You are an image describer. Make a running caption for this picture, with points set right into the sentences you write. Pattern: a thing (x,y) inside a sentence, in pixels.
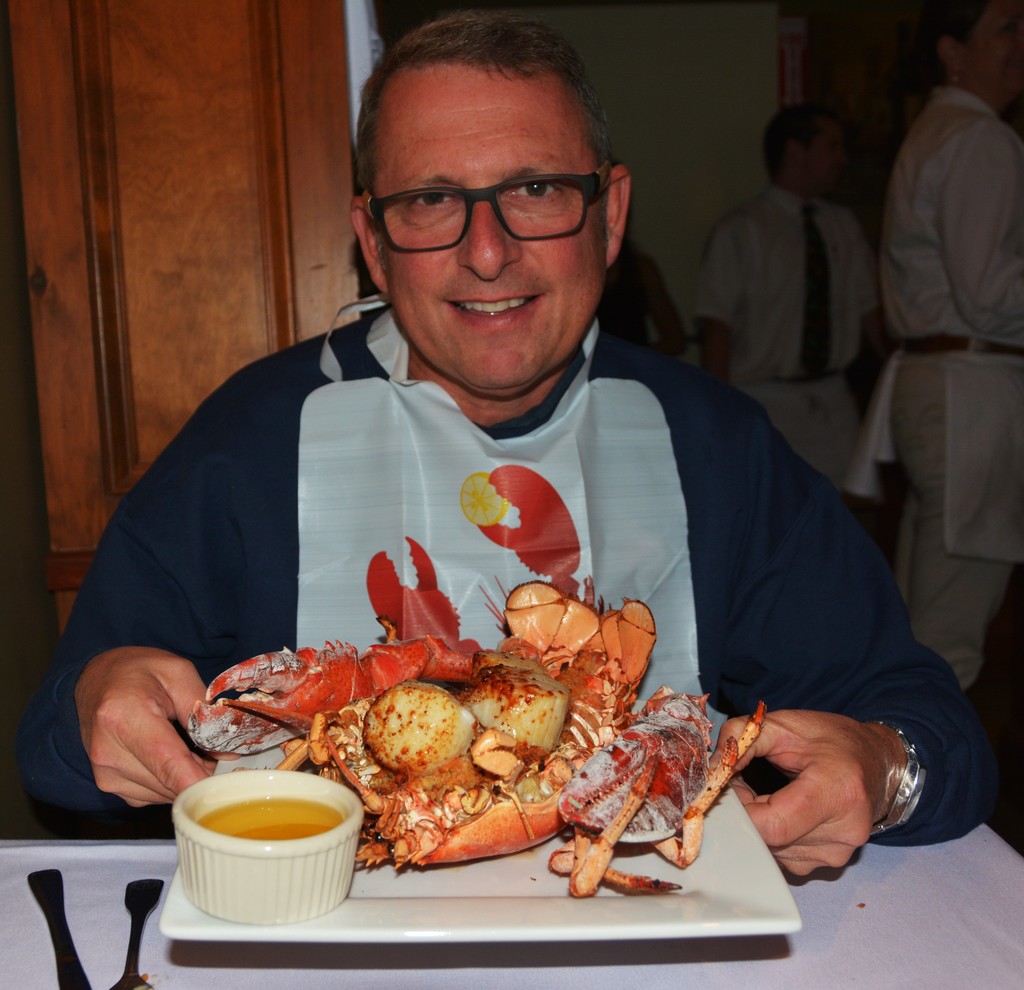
In this picture we can see a man (237,610) wore a spectacle (441,214) and smiling and holding a plate (596,916) with his hands (116,754) and in front of him we can see food items (347,782), bowl (328,838) with liquid (328,820) in it, spoons (66,944) on the table (90,931) and at the back of him we can see some people (781,320) standing, wooden object (285,281).
